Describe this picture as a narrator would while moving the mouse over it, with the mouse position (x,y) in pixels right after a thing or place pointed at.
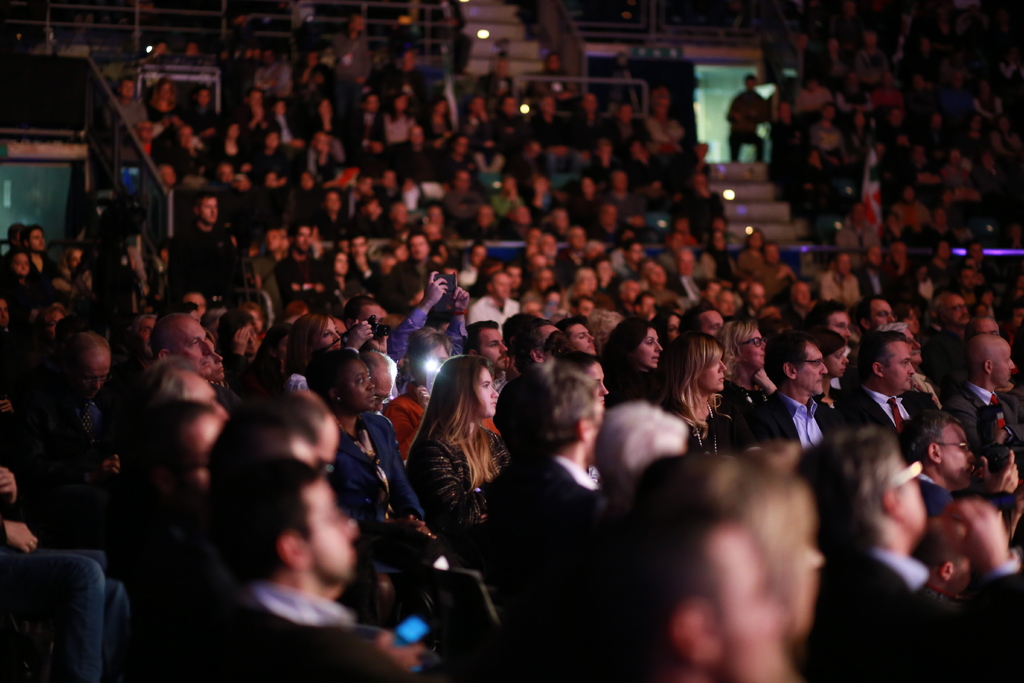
In the background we can see the stairs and railings (199,14). In this picture we can see the crowd (970,69) and objects (13,86). In the middle of the picture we can see a person (415,335) is holding a mobile (419,636). We can see other person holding a camera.
